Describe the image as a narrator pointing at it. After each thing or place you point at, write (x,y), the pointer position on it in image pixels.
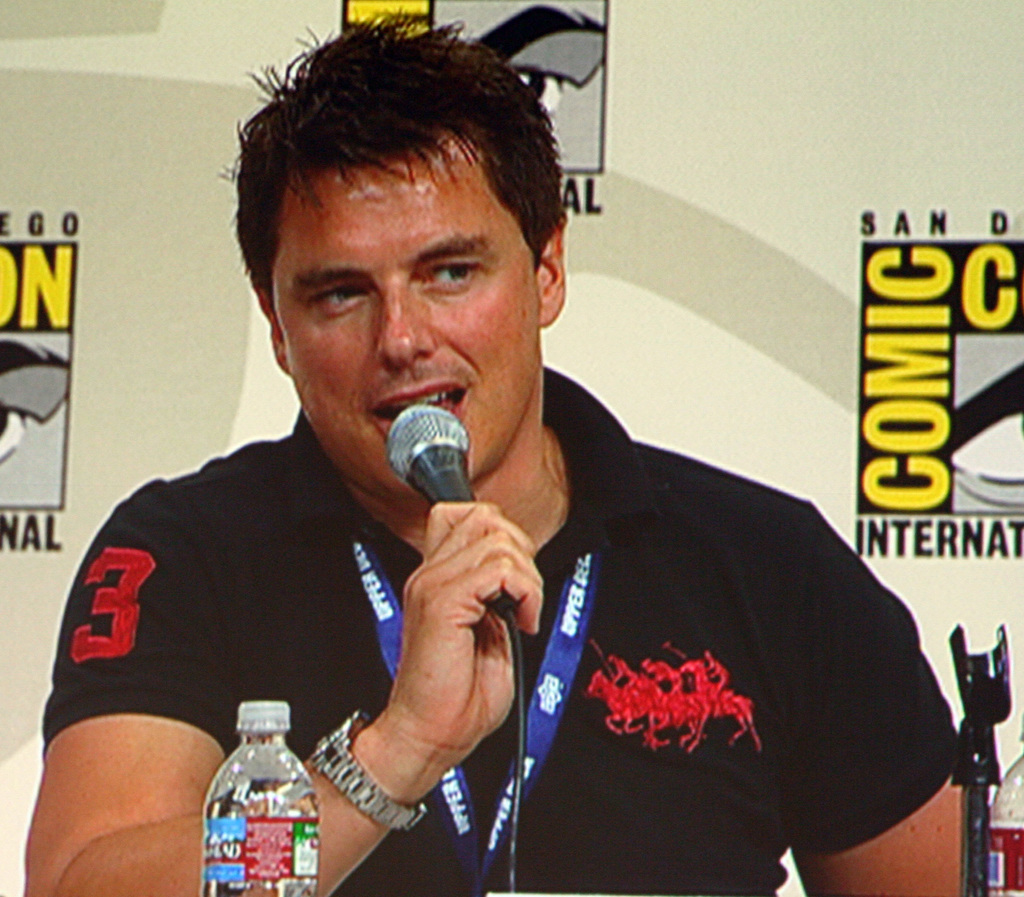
In this image we can see a man (905,766) speaking on a microphone (505,609). Here we can see a water bottle (251,854) and in the background (165,74) it is looking like a hoarding (765,222).
